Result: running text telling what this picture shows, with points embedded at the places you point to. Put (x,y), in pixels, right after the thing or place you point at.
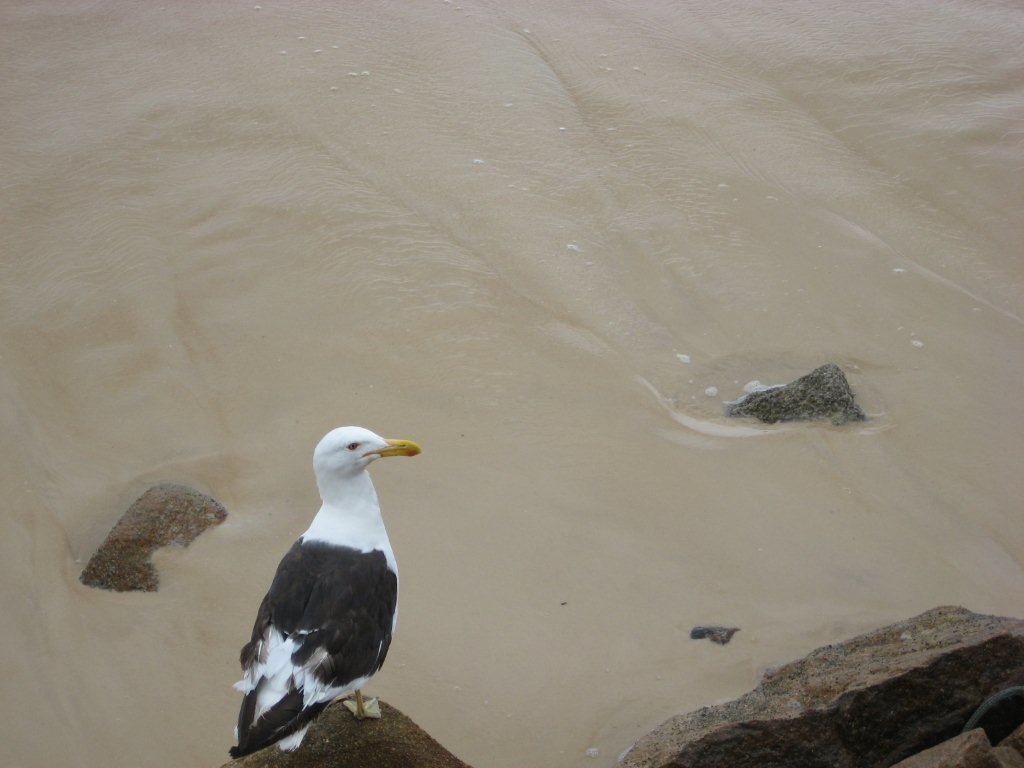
In this image in the front (369,604) there is a bird (341,686). In the background (360,219) there is water (312,206) and there are stones (841,741).
